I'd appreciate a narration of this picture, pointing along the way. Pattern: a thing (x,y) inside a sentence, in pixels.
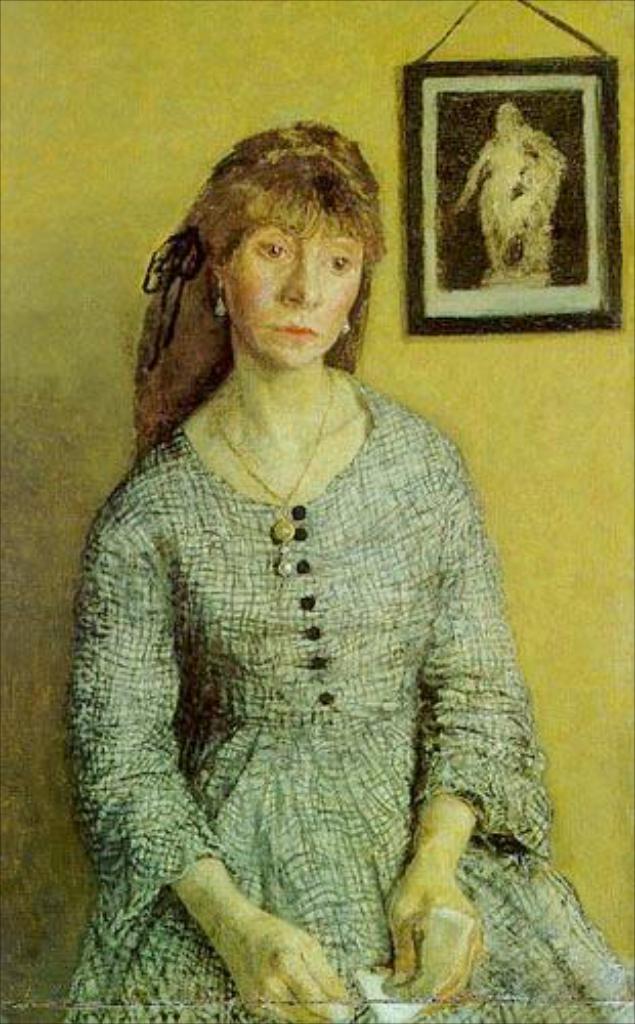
This is a painted image, where there is a woman (261,753) sitting near a wall (450,354) and a photo frame (502,218) is on the wall (37,746).
